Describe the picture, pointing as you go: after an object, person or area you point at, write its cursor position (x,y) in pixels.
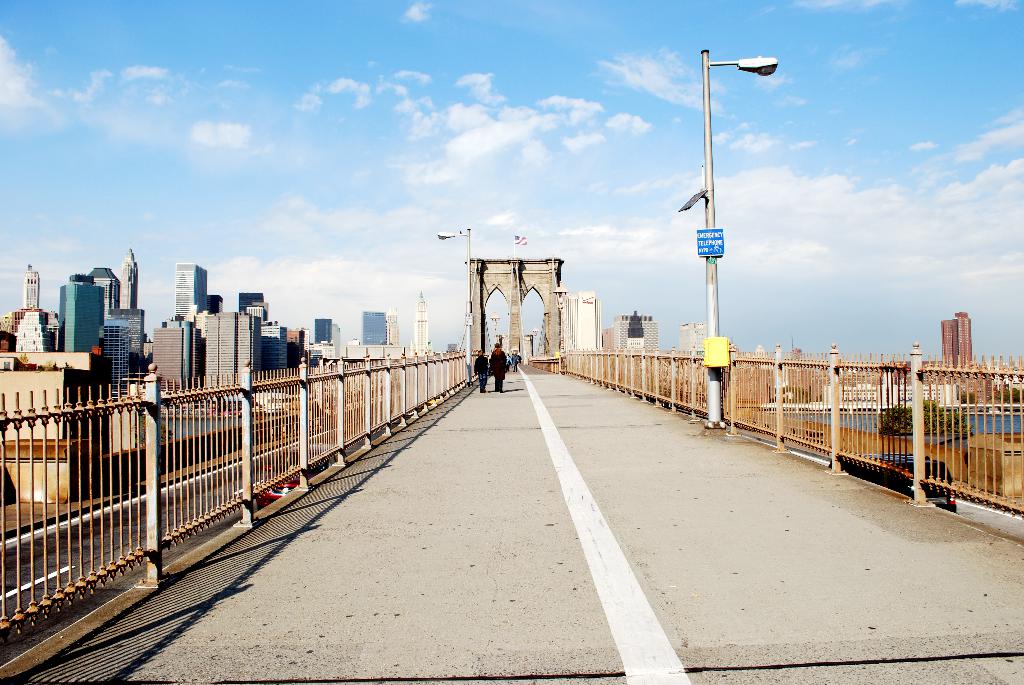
In this picture we can see group of people (497,368) on the bridge (627,475), beside to them we can see fence (419,361), few poles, lights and buildings (215,360), on the right side of the image (932,468) we can see a car (932,497) and water (982,427), and also we can see clouds (794,234).
